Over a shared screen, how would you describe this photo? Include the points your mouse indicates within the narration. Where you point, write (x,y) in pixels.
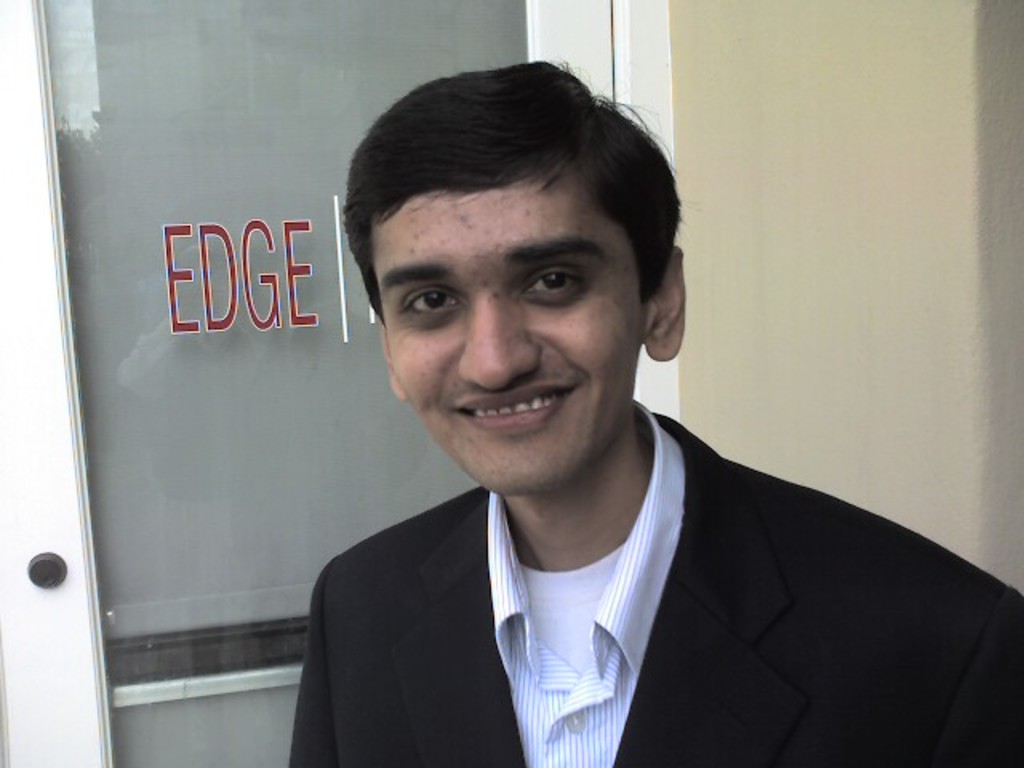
In this picture we can see a man (589,510) smiling here, on the left side (320,525) there is a door (258,521), we can see some text (255,299) here, in the background (808,200) there is a wall (904,159).
